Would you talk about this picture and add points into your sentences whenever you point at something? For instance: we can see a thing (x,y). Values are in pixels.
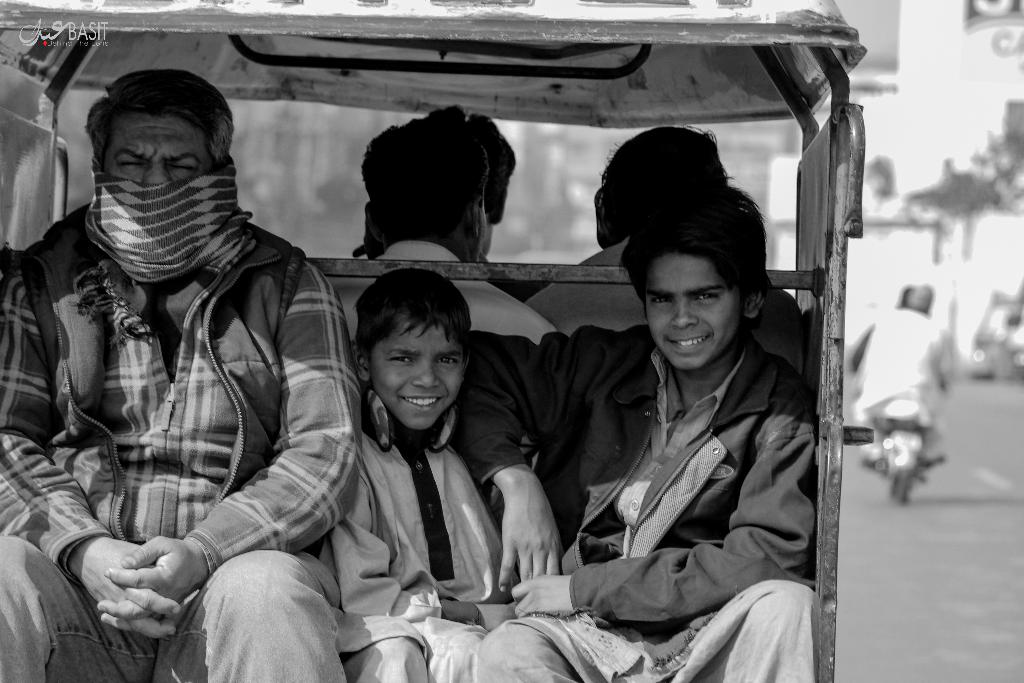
In this black and white image, we can see vehicle (709,95). There are persons (418,213) and kids (606,361) wearing clothes (461,499). There is a person (903,387) on the right side of the image (912,350) riding a bike (874,430).
